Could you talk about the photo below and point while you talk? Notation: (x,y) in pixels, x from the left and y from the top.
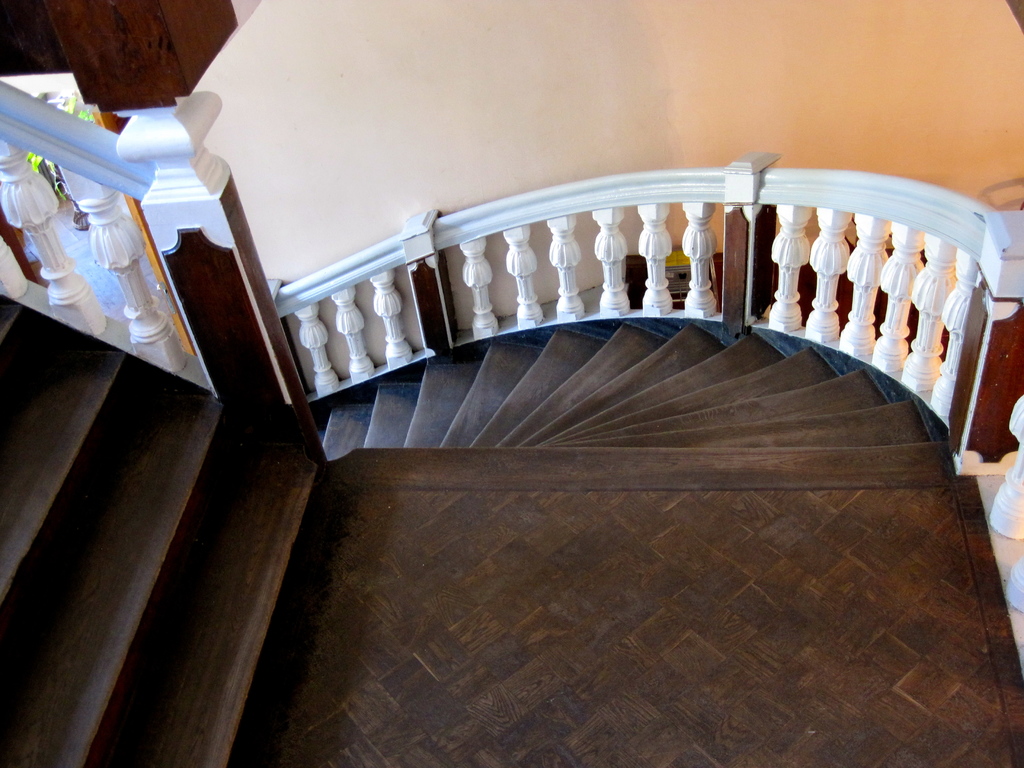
In this image there is a wooden staircase (398,516), and at the background (546,241) there is wall (318,90), plant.
